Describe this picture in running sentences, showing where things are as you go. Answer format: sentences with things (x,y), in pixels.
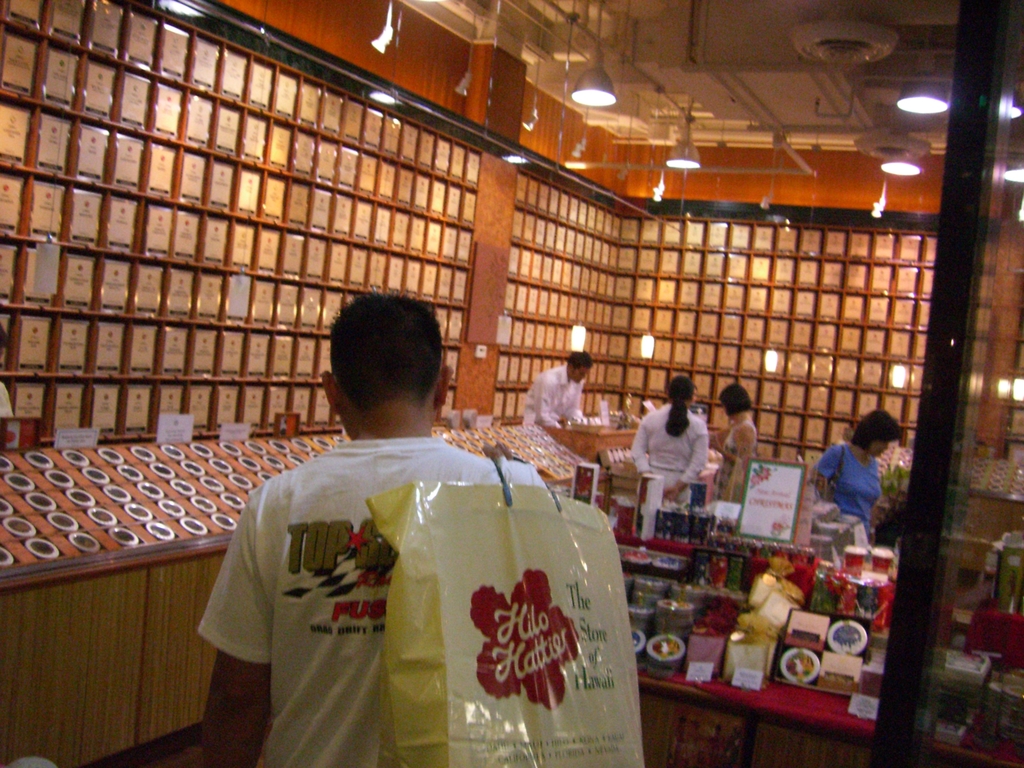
This picture describes about group of people (668,409), in the middle of the image (362,464) we can see a man (345,495), he is holding a bag (437,534), in the background (555,346) we can find lights (579,329) and few things (300,242) in the racks (228,156).
